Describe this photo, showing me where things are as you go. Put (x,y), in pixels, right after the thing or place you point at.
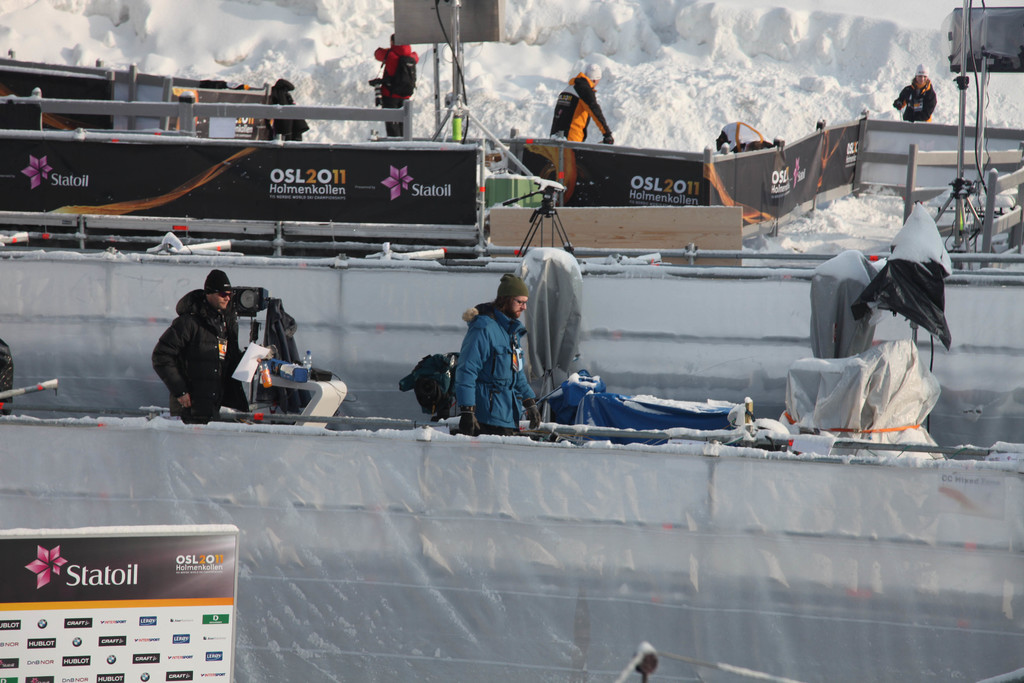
In this image I can see a banner (153,590), few persons (206,362) wearing jackets (167,352) are standing, few white colored sheets (447,533) to the rods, few cameras (794,388), huge amount of snow (777,112) and the railing (373,172) which is made of banners (189,169). In the background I can see few other persons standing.
